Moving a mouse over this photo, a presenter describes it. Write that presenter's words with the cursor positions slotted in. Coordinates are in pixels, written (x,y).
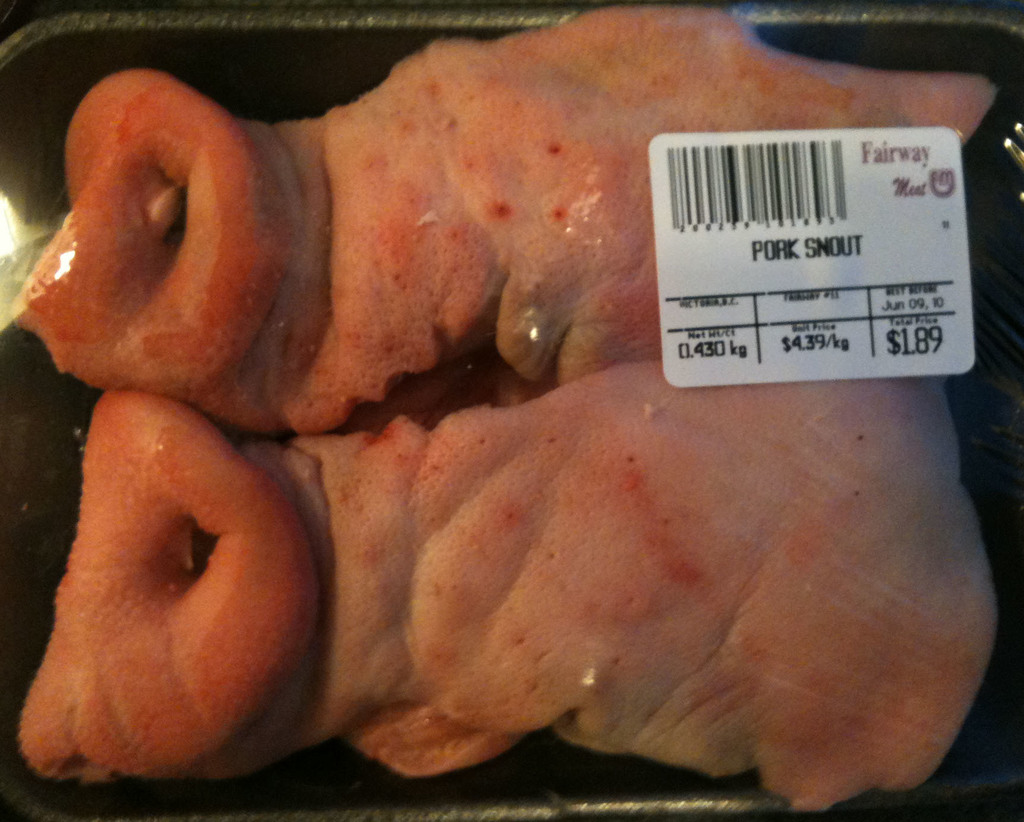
In this image there is meat (672,614) in a box (983,514), on above that there is a price tag (794,297).
